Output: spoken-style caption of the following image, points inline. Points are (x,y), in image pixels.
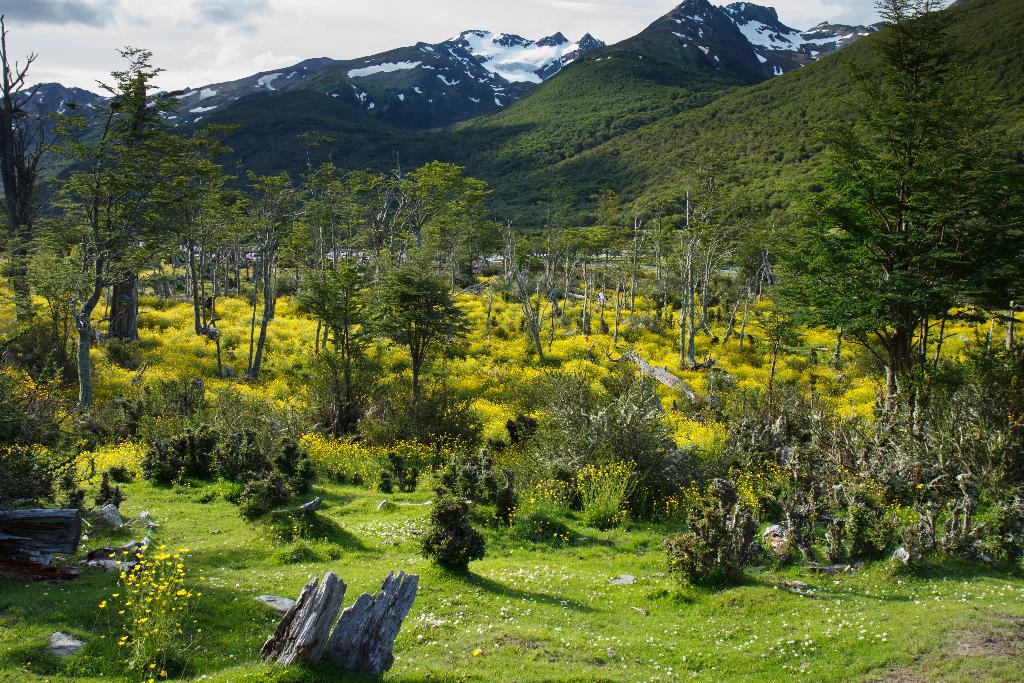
In the picture we can see the surface (990,395) with grass (622,538), plants (990,395) and trees (15,240) and in the background (720,122), we can see the hills (530,122) covered with grass (676,122) and some hills (396,73) are covered with snow (511,80) and behind it we can see the sky (190,78) with clouds (438,9).
